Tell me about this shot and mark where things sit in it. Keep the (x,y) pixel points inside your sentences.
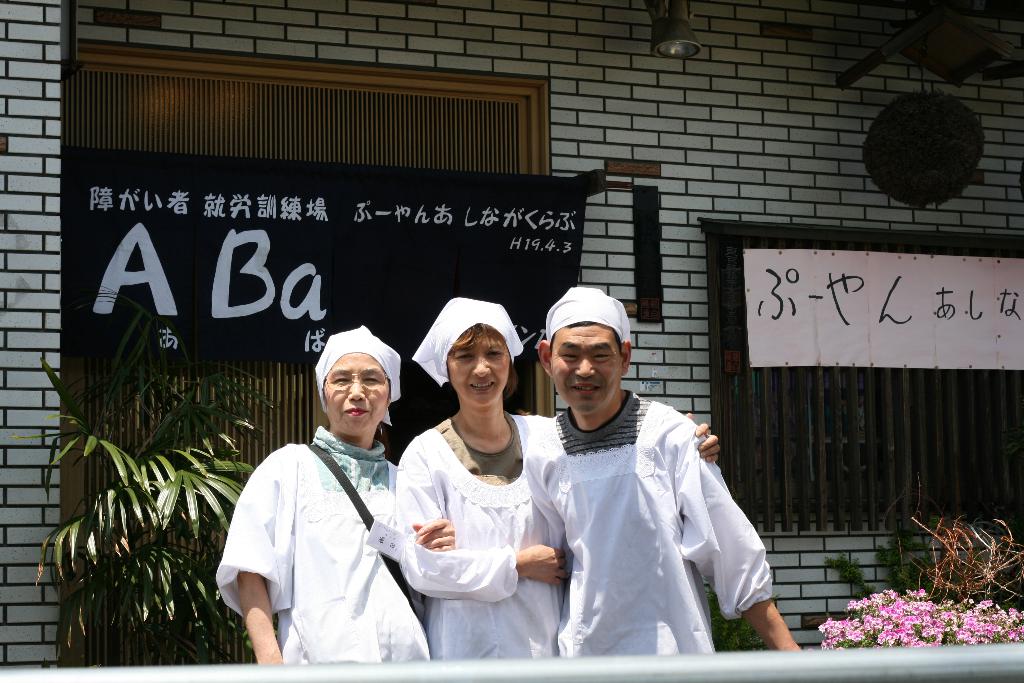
In this picture, we see a two women (504,528) and a man (549,475) are standing. They are smiling and they are posing for the photo. Beside them, we see a plant (901,637) which has the pink flowers (903,638). Behind them, we see a plant pot (90,518) and a banner (198,247) in black color with some text (152,238) written on it. On the right side (881,349), we see a white wall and a board (806,335) in white color with some text (814,304) written on it. In the background (718,196), we see a wall (700,174), light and a window blind (401,132).
